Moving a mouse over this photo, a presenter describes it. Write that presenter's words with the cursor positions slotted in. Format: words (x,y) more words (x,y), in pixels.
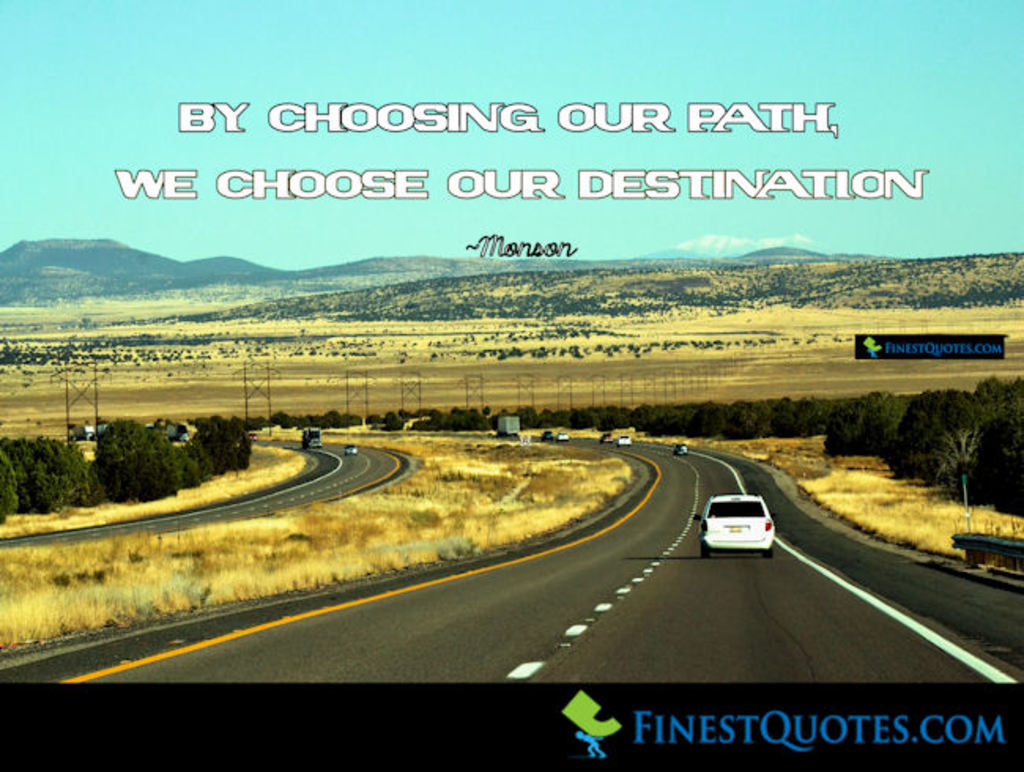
In the picture I can see vehicles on roads (596,577). In the background (110,481) I can see trees (127,469), the grass (390,493), hills (326,295), the sky (535,102) and some other objects (523,442). I can also see something written on the image.
